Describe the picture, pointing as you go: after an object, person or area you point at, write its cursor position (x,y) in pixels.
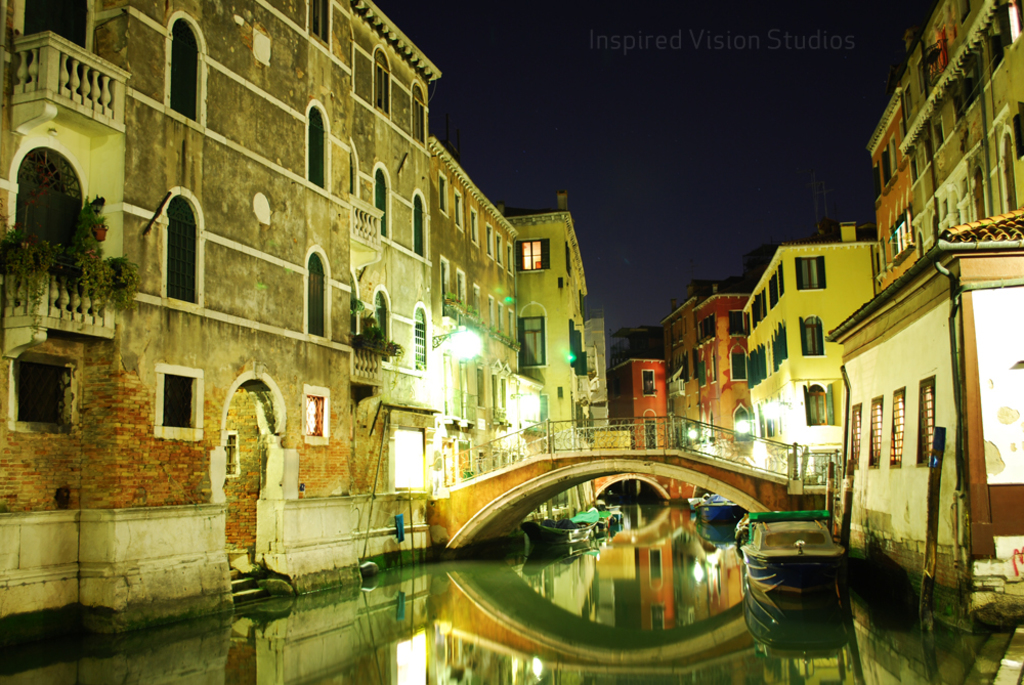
In this image we can see boats (800,584) on the surface of water (547,605). In the background (625,466), bridge (625,466) and buildings (234,394) are there. There is the sky (631,145) at the top of the image (598,78).
